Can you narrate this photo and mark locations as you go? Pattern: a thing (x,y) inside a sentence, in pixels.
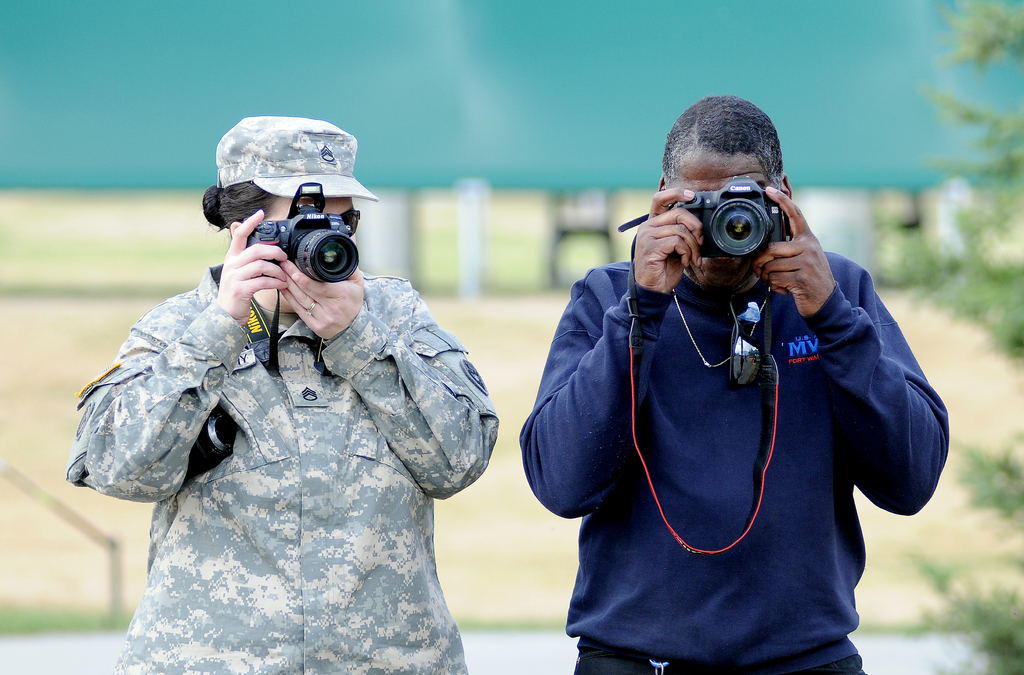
In the picture we can see two persons (560,425), two persons (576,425) are holding a cameras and capturing something and one person (159,389) is wearing a cap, in the background (982,159) we can see some plants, grass (489,358).
